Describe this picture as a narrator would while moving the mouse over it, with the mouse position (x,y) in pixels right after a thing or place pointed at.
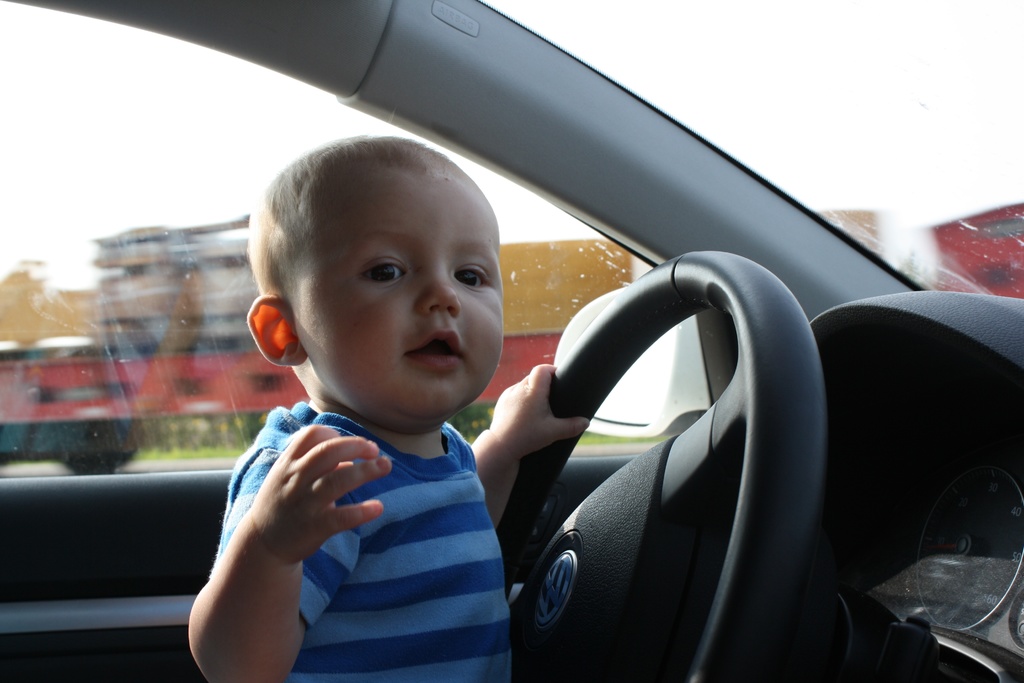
In this picture we can see inside view of the car (384,114) and a small boy (340,406) looking and holding a Volkswagen car steering (554,575), Behind the boy (285,218) we can see big truck (59,331) from the glass window (55,430).
